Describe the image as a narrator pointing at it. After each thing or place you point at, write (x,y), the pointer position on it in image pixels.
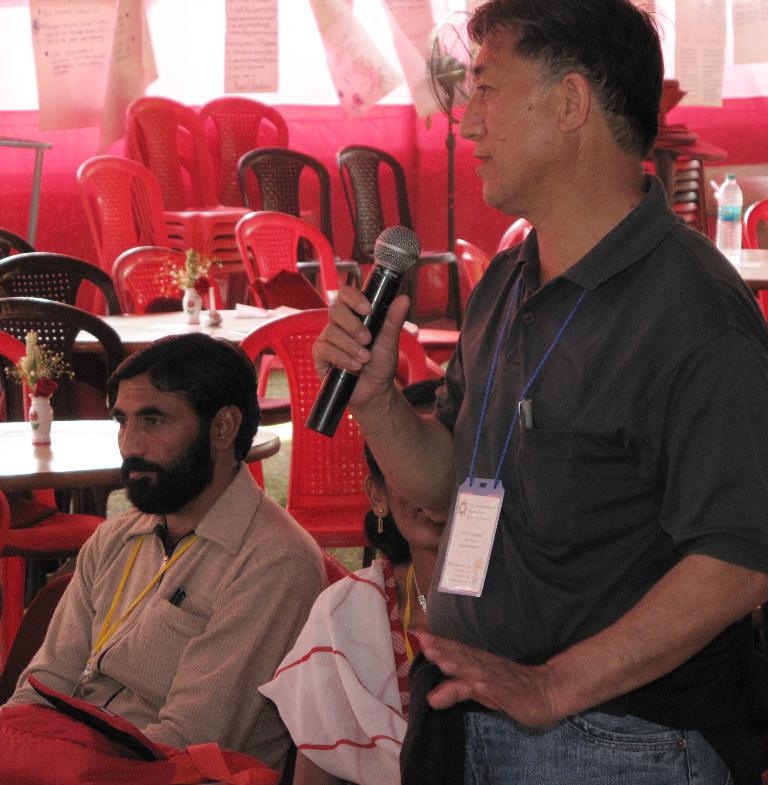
In this image we can see one person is holding the microphone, beside that we can see two people (220,696) sitting, beside that we can see tables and few objects (196,272) on it. And we can see chairs (473,262), towards that we can see a fan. And we can see text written on the papers (407,40).
